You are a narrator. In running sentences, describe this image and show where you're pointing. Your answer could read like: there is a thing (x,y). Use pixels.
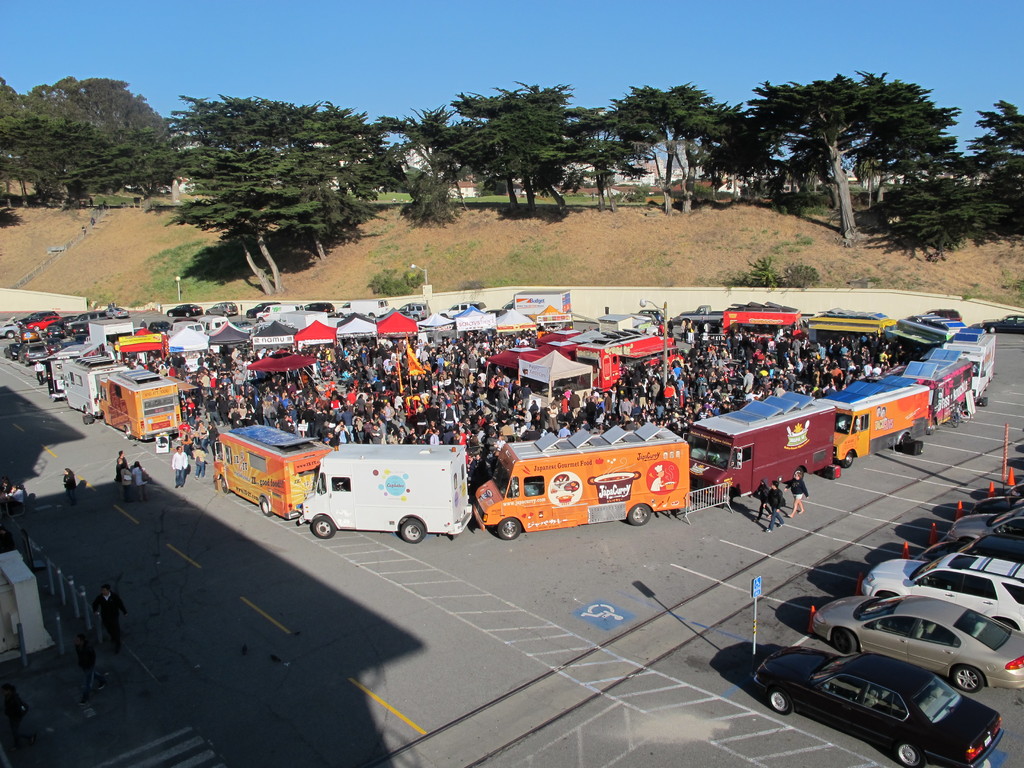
This image is clicked on the road (301,575). There are many food trucks (628,505) parked in a line. On the right (880,632), there are cars (886,617) parked on the road (363,732). At the bottom (410,630), there is a road (386,642). There are many people (788,358) in this image. In the background (407,119), there are trees (524,100) and sky (387,91).
